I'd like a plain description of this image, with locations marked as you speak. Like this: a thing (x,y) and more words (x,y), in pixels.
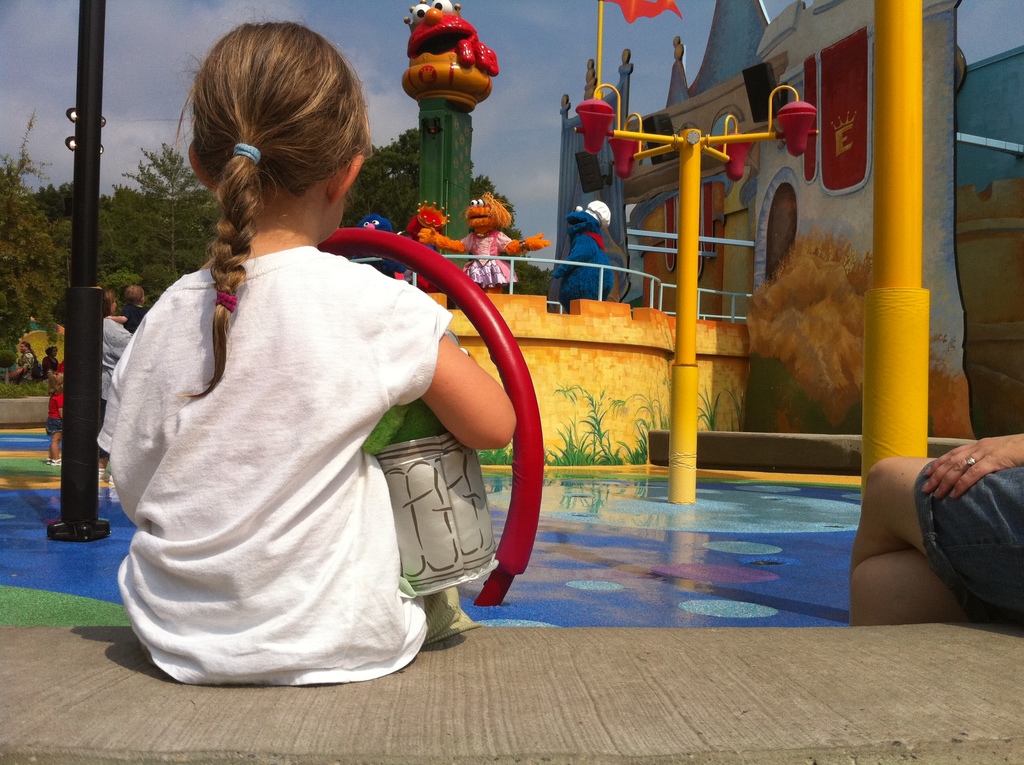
In this image I can see on the left side (269,145) a girl (422,625) is sitting, she is wearing a white color t-shirt (303,467). In the middle (504,261) there are dolls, at the bottom (674,560) it looks like a swimming pool (705,550). On the left side (157,292) there are trees (146,275), at the top (177,54) it is the sky (184,51). It looks like an amusement park (510,322).
